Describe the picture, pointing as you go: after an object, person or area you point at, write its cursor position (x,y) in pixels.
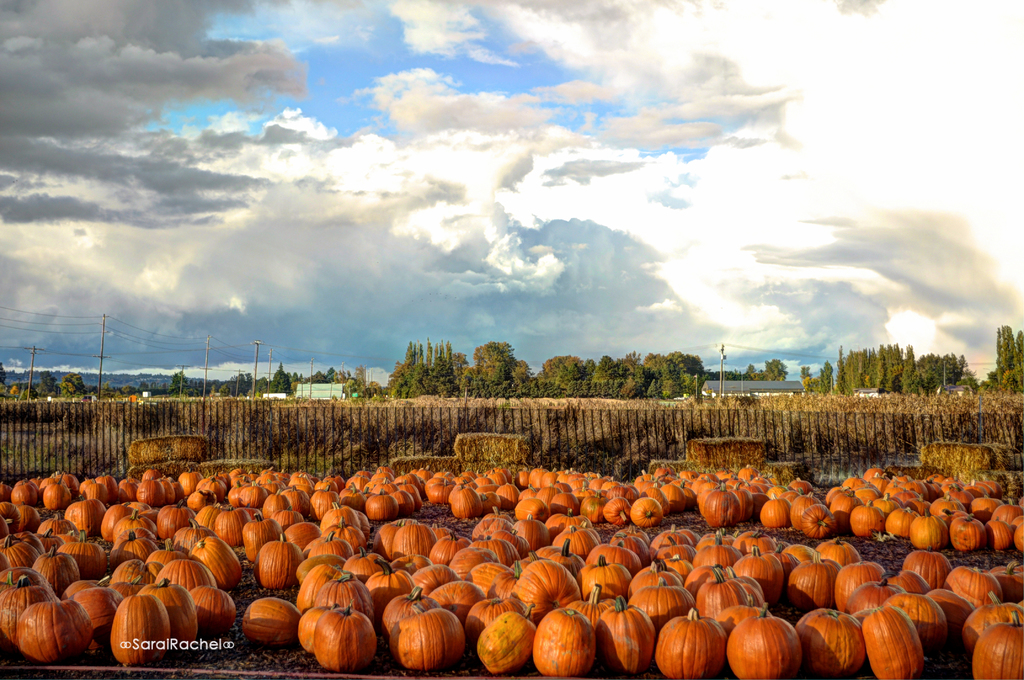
In the background (594,103) we can see sky (519,184) with clouds (775,179), trees (887,355), current poles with transmission wires (171,338). We can see pumpkins (392,545) on the ground (251,649).
